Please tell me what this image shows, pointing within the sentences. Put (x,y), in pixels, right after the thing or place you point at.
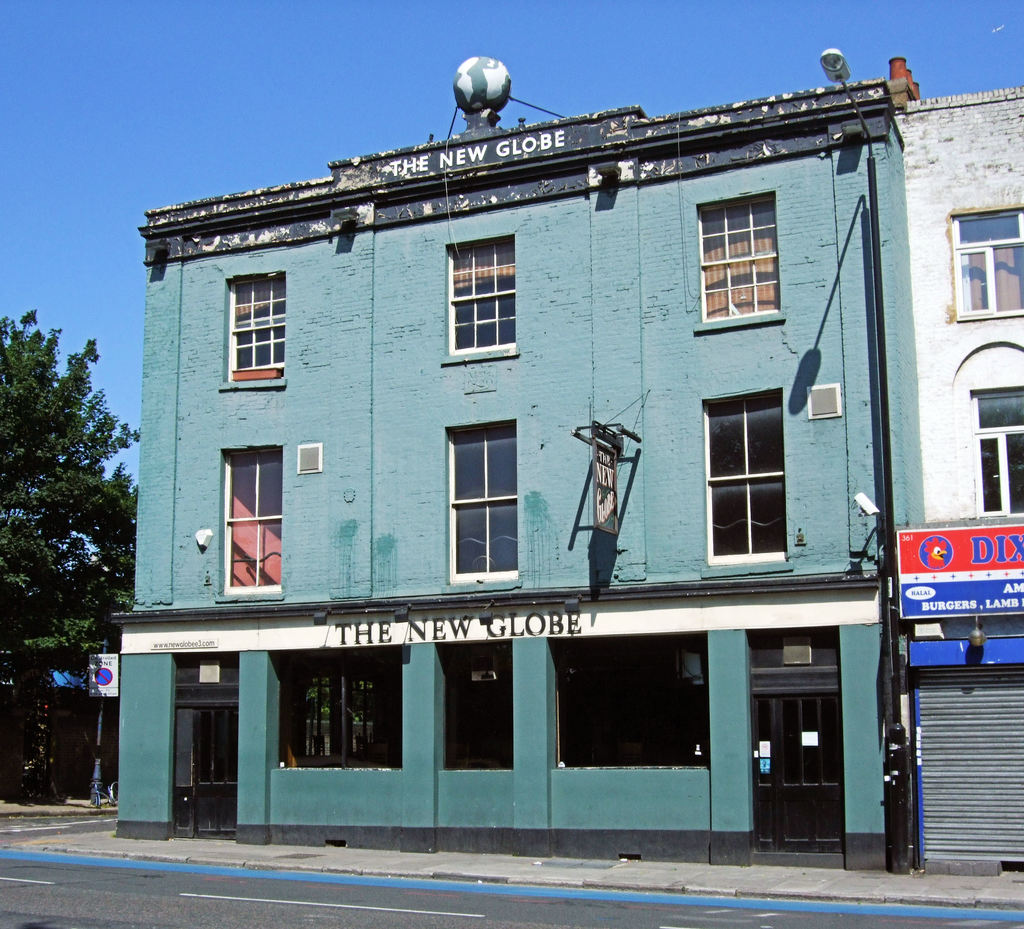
In this image we can see a building (746,339) with windows (384,709) and we can see some text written on it. We can also see trees (8,448) and the sky (118,25).
